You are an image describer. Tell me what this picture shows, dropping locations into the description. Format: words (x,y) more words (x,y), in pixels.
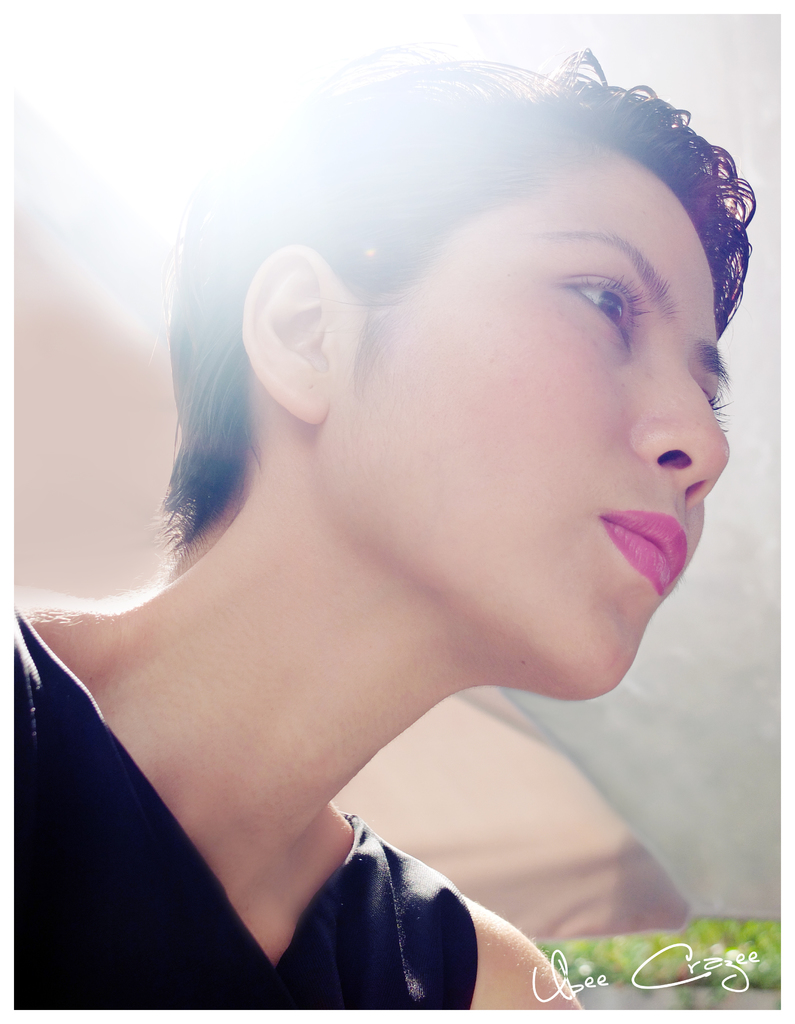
In this image I can see a woman (276,575) and I can see she is wearing black colour dress (220,942). I can also see a watermark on the bottom right side of this image (642,984).
